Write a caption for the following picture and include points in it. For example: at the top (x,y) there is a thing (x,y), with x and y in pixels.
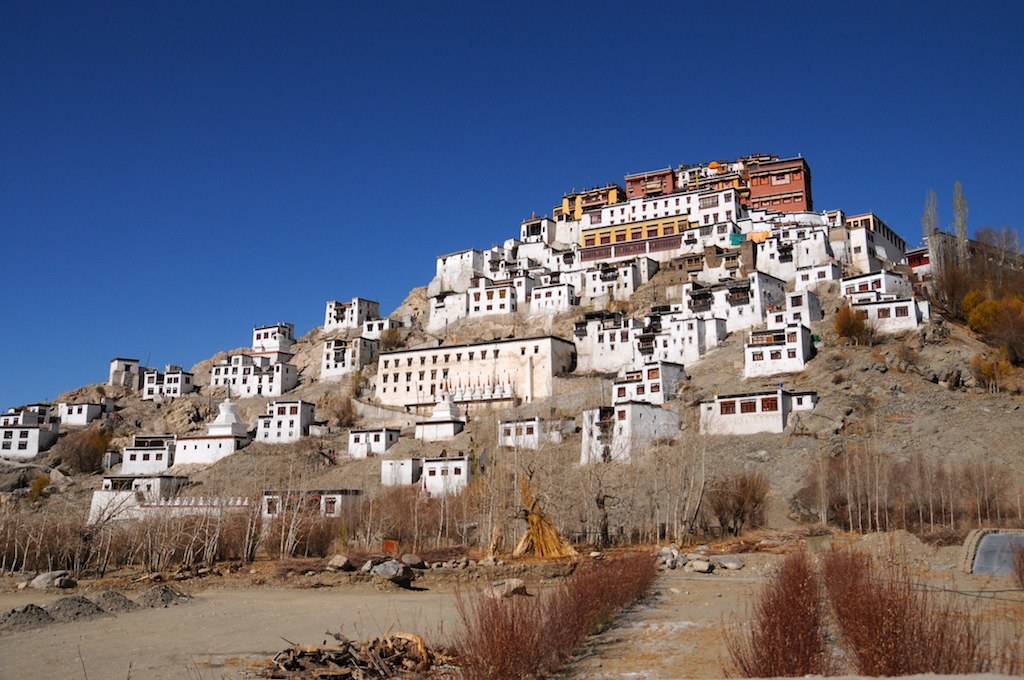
In this image I can see few dried grass (458,515). Background (701,249) I can see few buildings (706,268) in white and brown color and sky (317,140) in blue color.
